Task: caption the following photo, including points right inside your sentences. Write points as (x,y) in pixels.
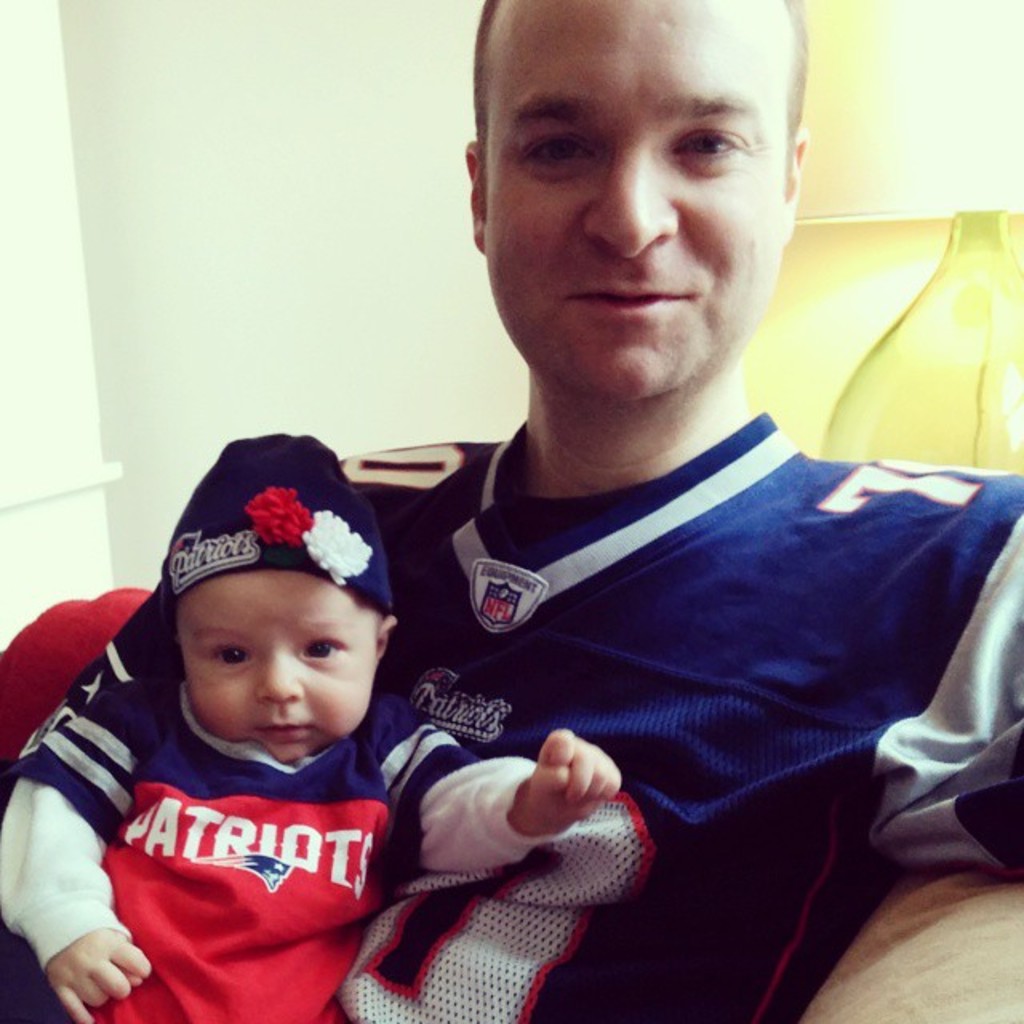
In this picture I can observe a man (564,600). There is a baby (199,852) on the left side (142,721). The man (502,733) is smiling. In the background (272,133) I can observe wall (207,228).
